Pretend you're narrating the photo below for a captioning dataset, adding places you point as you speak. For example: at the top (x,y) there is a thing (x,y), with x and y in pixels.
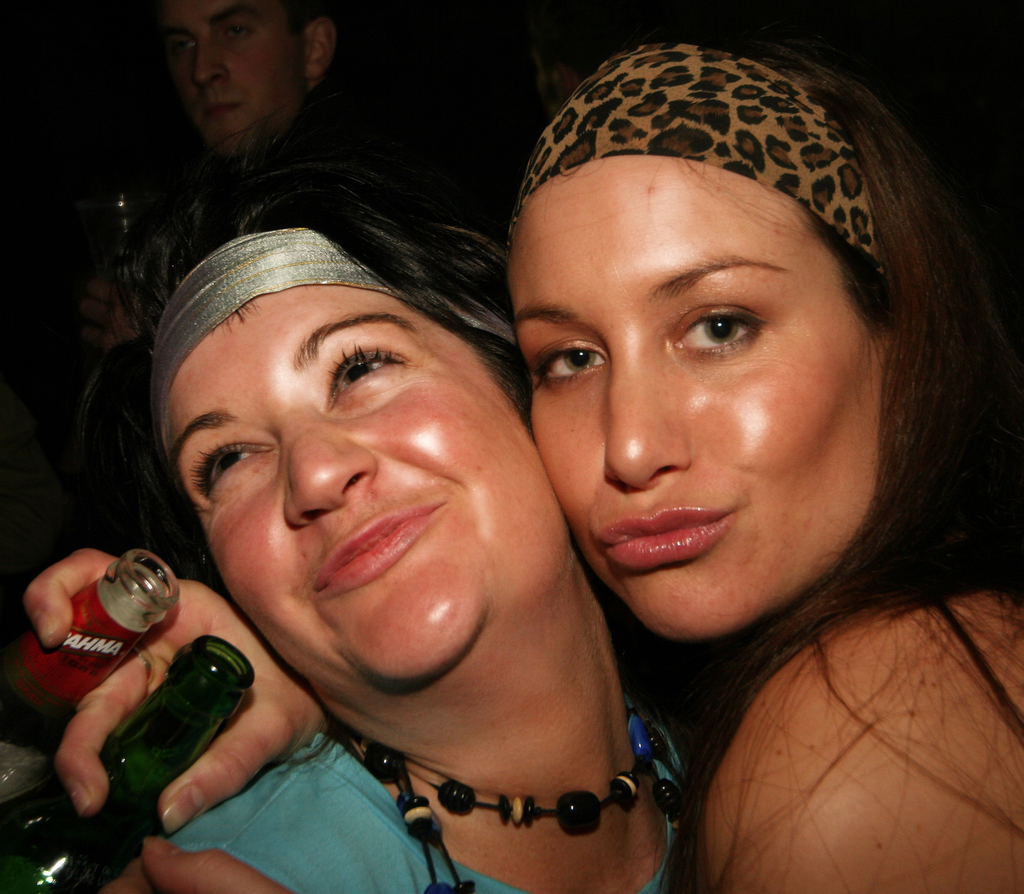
There are two women (603,489). They are smiling. She is holding bottles (116,563) with her hand (254,647). On the background (289,13) there is a man (333,21).
